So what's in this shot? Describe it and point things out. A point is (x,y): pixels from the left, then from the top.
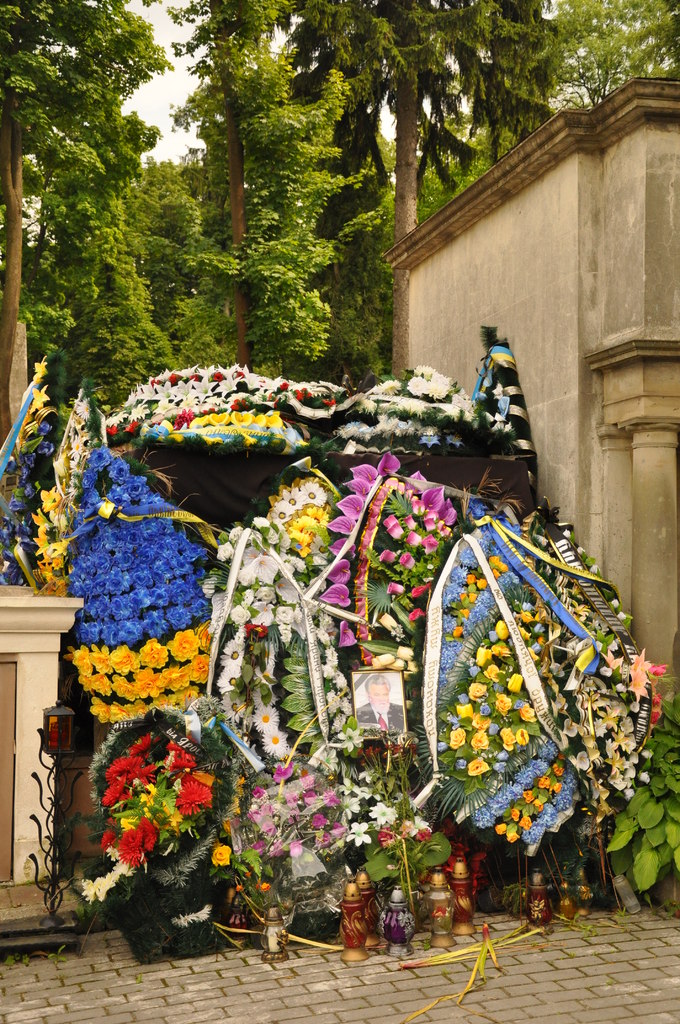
Here there are many flower bouquets (104,501) and a photograph (385,681) on them. In the background (73,194) there is a wall (611,379), trees (73,194) and sky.
